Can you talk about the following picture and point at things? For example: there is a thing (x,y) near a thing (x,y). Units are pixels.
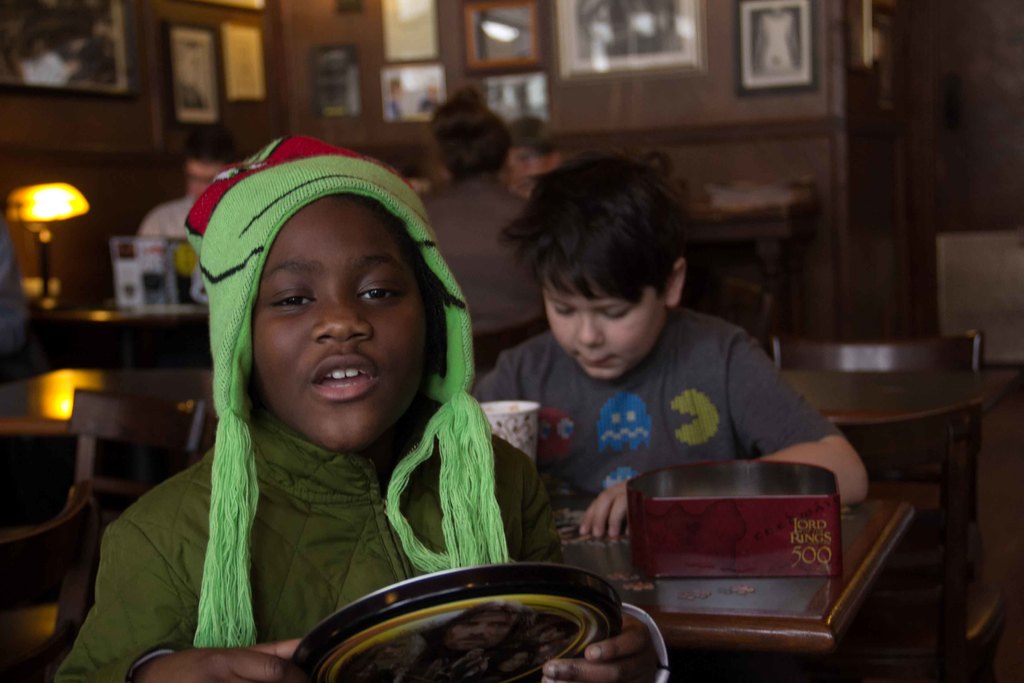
In this image we can see a few persons (314,385) sitting on the chairs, among them some are holding the objects (511,622), also we can see the tables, on the tables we can see glass (515,436), box (697,504), lamp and some other objects (136,268), there are some photo frames (791,40) on the wall (824,41).
